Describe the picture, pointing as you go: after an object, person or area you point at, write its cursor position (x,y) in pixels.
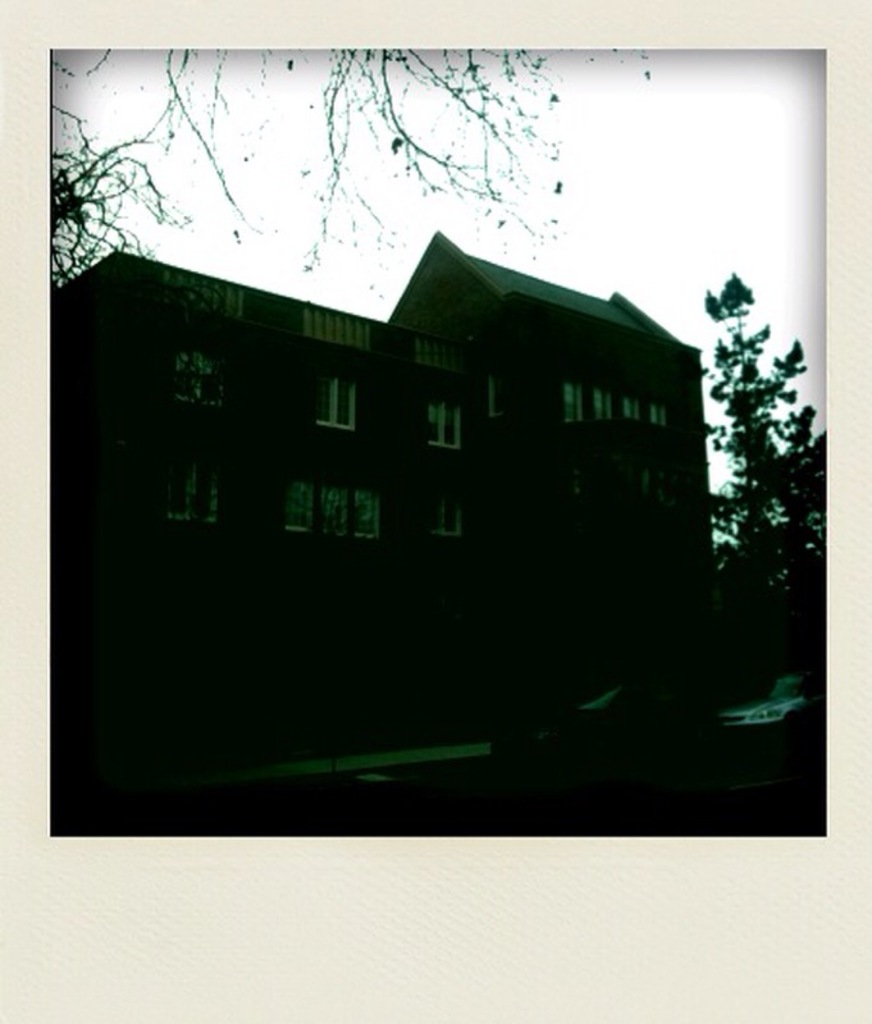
This picture shows a building (273,611) and we see trees (793,557).
